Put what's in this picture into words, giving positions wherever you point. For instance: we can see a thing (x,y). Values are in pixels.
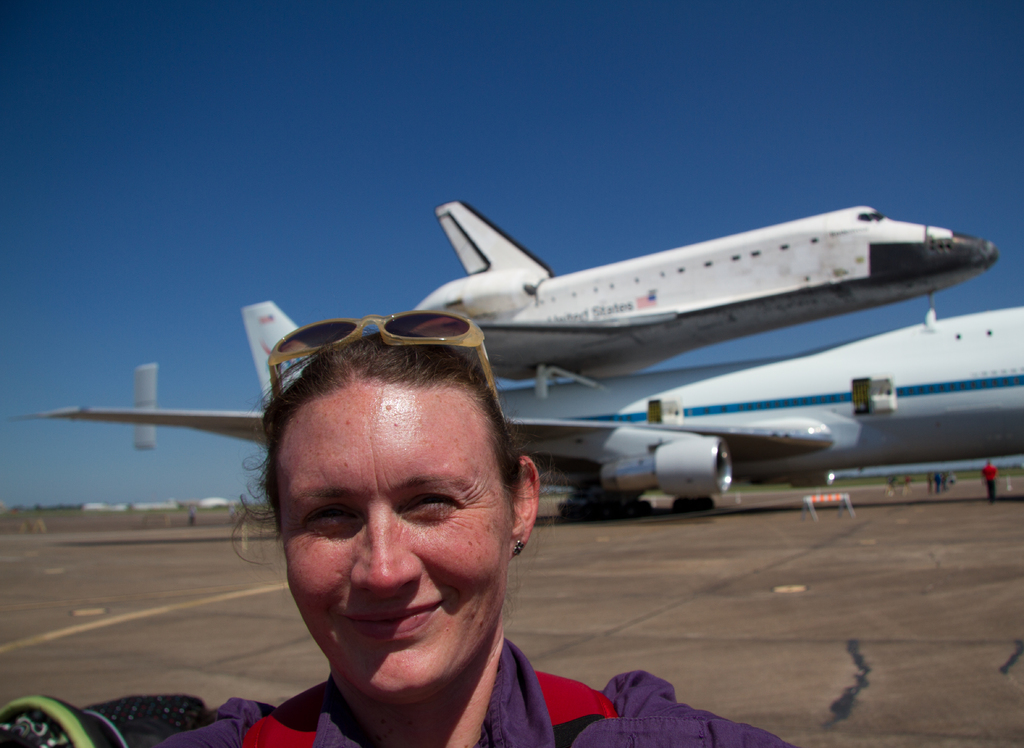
In this image in the front (307,531) there is a woman (325,629) smiling. In the background (630,422) there are planes (645,405) and there are persons (930,485).
